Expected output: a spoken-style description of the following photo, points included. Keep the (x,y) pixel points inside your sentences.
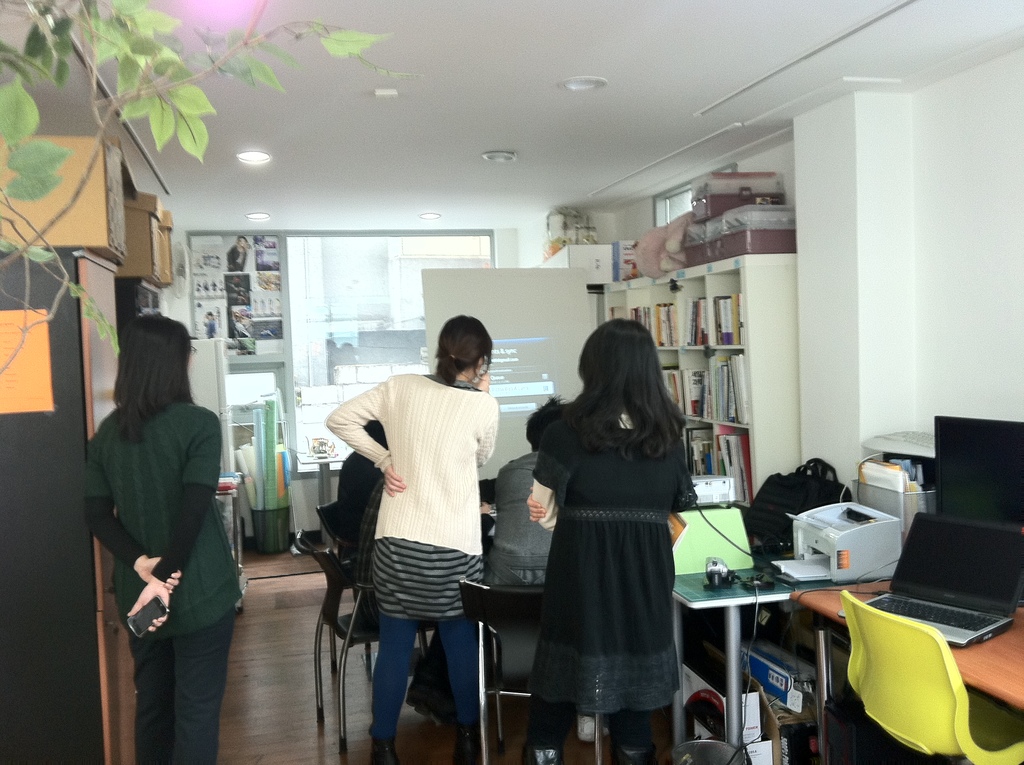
This image is taken inside a room (223,445). In the left side of the image (87,163) there is a plant (97,142) and a cupboard (52,466) which is made of wood (77,357). In the right side of the image (946,722) there is a table (965,680) and chair (922,690) and there were few things (925,531) on it. In the middle of the image (594,488) there were few people (583,528) standing on the floor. At the top of the image (533,46) there is a ceiling (273,172) with light (256,160).
